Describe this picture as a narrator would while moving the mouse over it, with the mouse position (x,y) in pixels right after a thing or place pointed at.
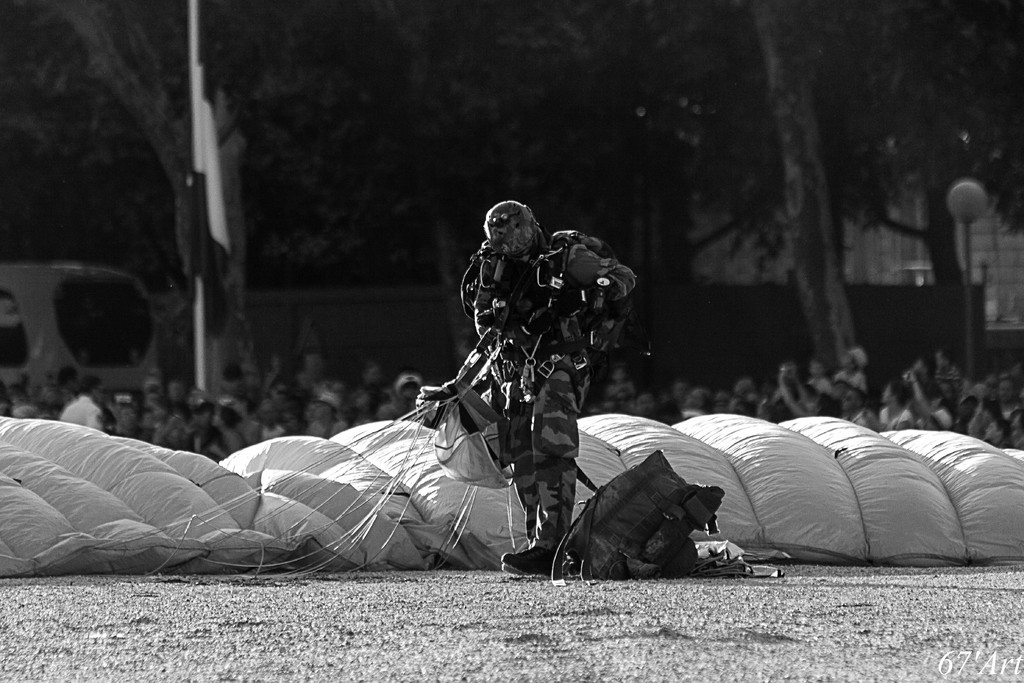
It is a black and white image. In this image we can see a man (560,464) standing. We can also see the bags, parachute (943,471). In the background (812,263) we can see the light pole (971,235), flag (206,143), trees (492,10), vehicle (18,317) and also the people (652,401). At the bottom (482,593) we can see the land (507,592).
